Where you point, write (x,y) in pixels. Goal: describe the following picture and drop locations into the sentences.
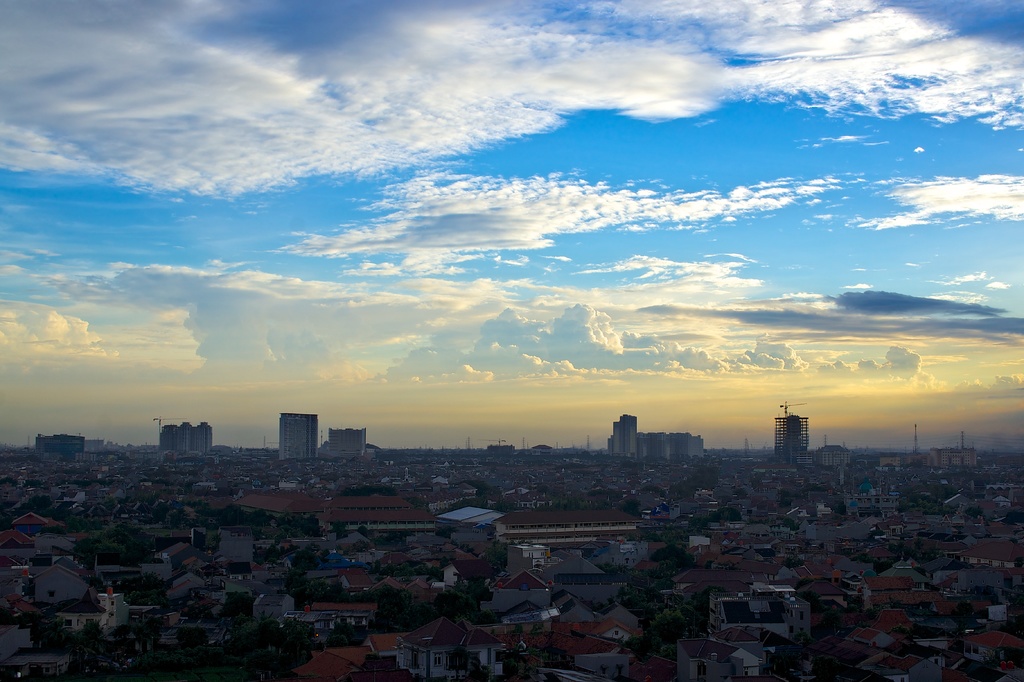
This is the picture of a city (583,492). In this image there are buildings (977,626), trees (468,498) and poles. At the top (699,151) there is sky (687,179) and there are clouds (410,161).
